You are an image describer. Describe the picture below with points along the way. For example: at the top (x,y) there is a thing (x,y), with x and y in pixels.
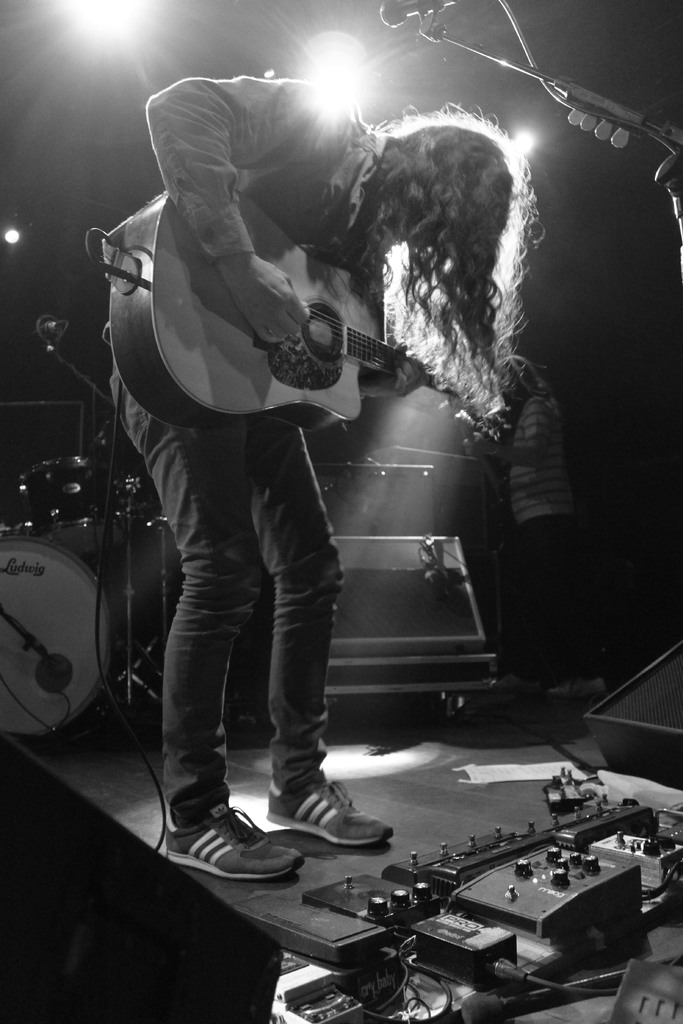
This person (232,547) standing and holding guitar (328,389), behind this person (270,432) we can see musical instruments (407,527) and person (540,541). There is a microphone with stand (528,70). On the top (114,31) we can see focusing lights (108,17).
